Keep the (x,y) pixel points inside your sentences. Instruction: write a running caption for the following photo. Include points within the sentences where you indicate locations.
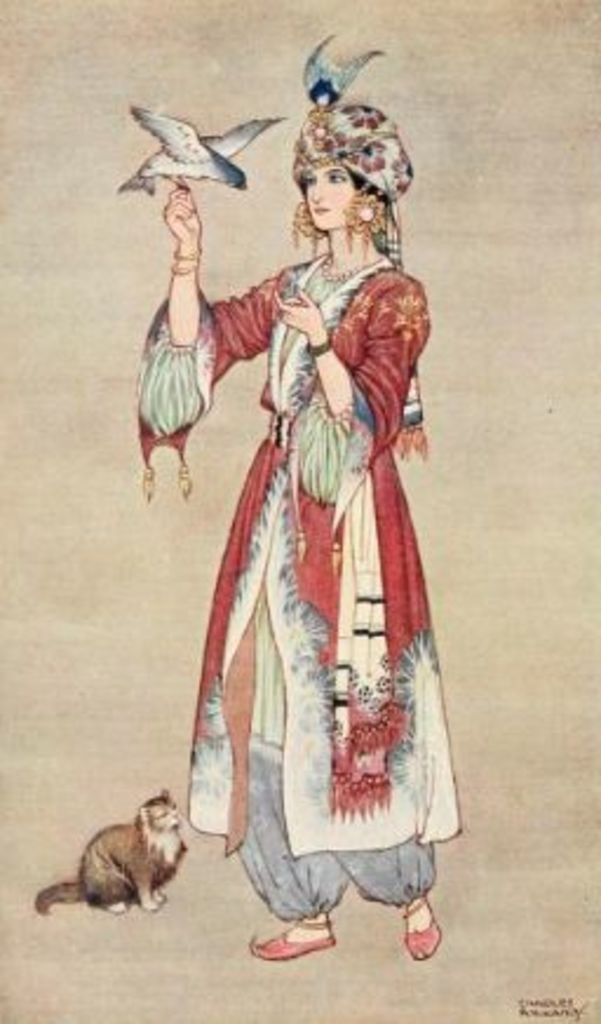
In this picture I can see the depiction picture of a woman (319,232), who is standing and I see that she is holding a bird (224,164) and I see a cat (112,837) on the left bottom of this image (98,861) and I see the watermark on the right bottom corner of this image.
